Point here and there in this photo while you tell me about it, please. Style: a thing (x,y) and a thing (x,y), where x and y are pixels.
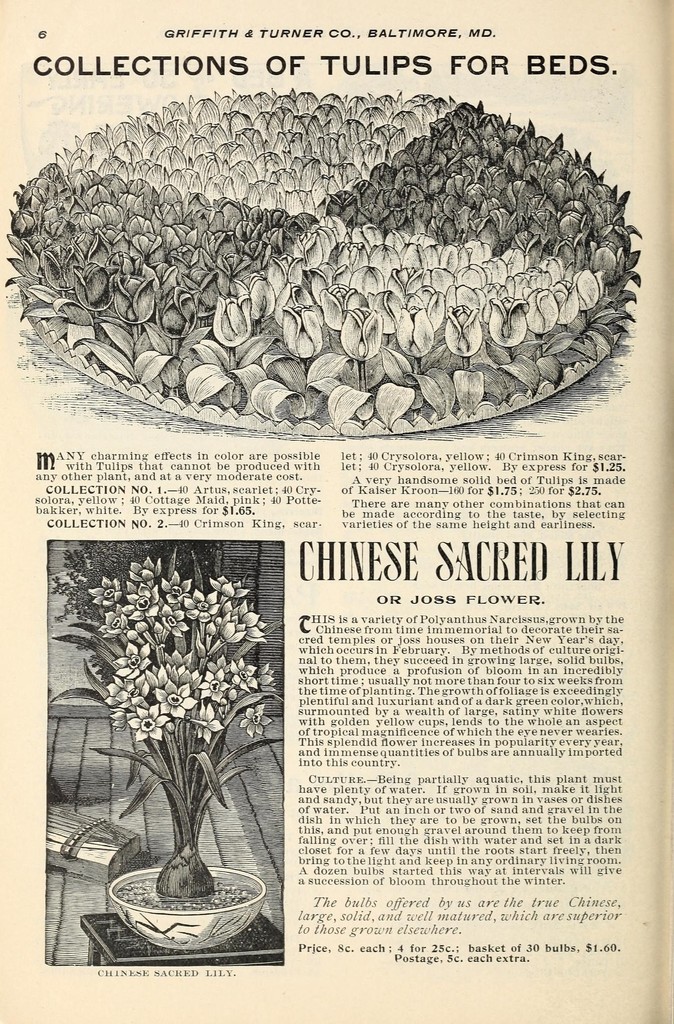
In this image there is a paper (439,593). There are pictures (256,598) and text (408,546) on the paper (456,594). At the top (250,234) there are flowers (356,246) and leaves (281,372) to the stems (307,359). In the bottom left (149,876) there is a flower vase (133,913) on the table (132,945).
